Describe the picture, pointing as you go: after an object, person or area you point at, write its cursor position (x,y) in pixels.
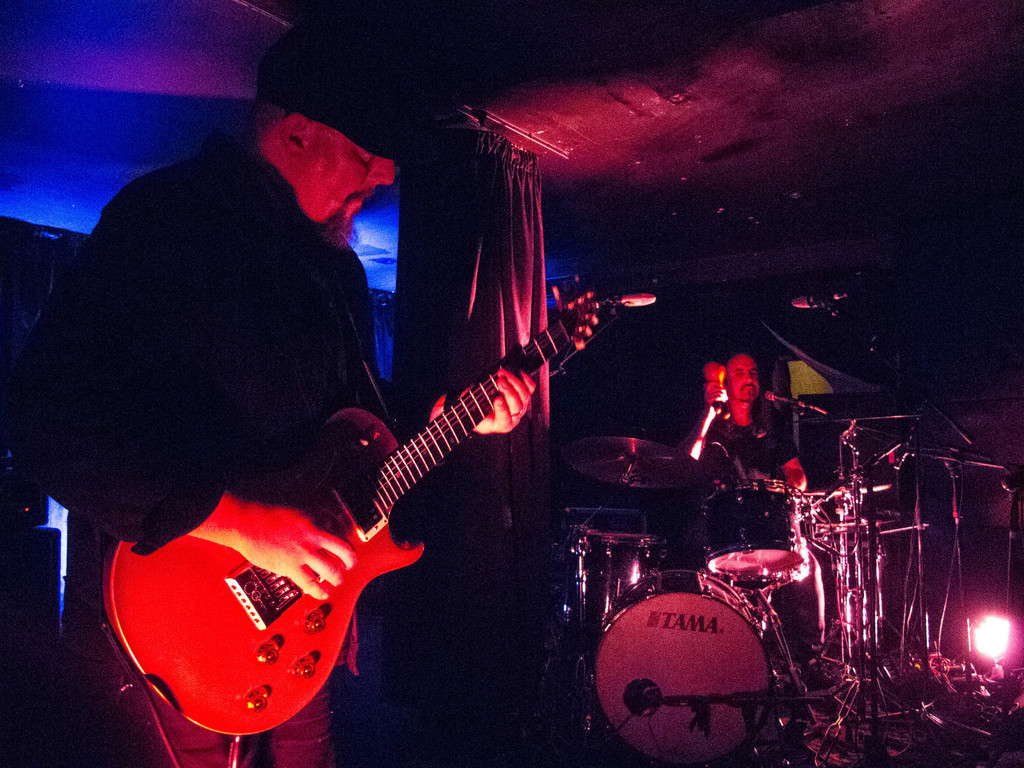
On the left (274,470) a person (264,463) is playing guitar (196,575). On the right (734,516) a person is playing musical instruments (734,516).
